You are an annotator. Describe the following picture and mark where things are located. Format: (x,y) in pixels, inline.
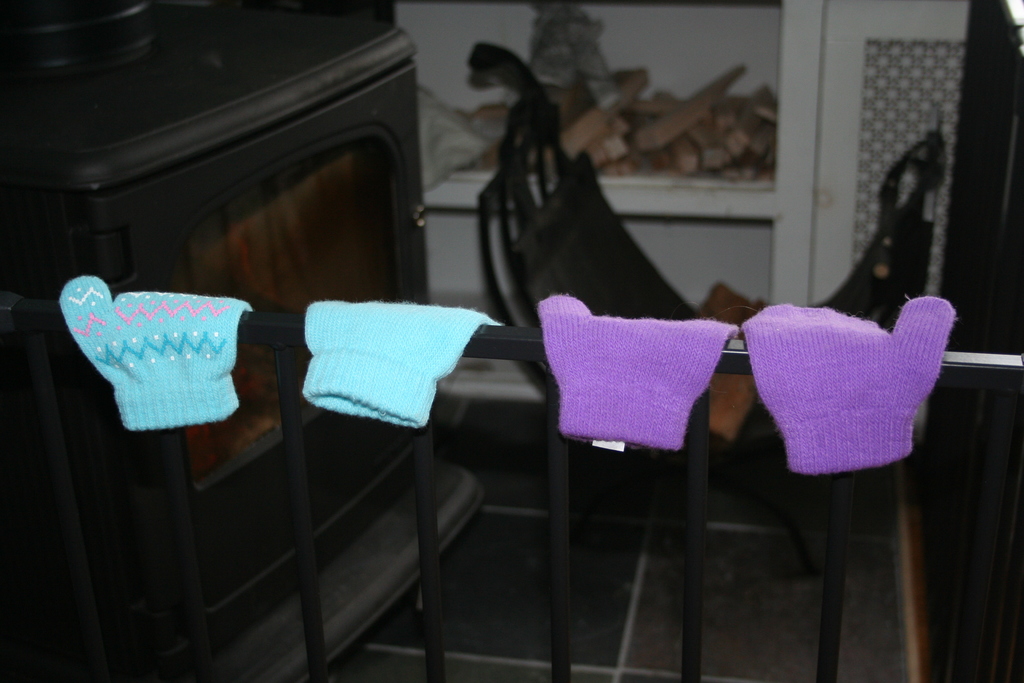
In this picture we can see four gloves (316,349) in the front (148,340), on the left side (178,268) there is a fire place (365,272), we can see a chair (611,263) in the background (625,268), there is a shelf (626,183) here, we can see some wood (670,132) present on the shelf (724,188).
